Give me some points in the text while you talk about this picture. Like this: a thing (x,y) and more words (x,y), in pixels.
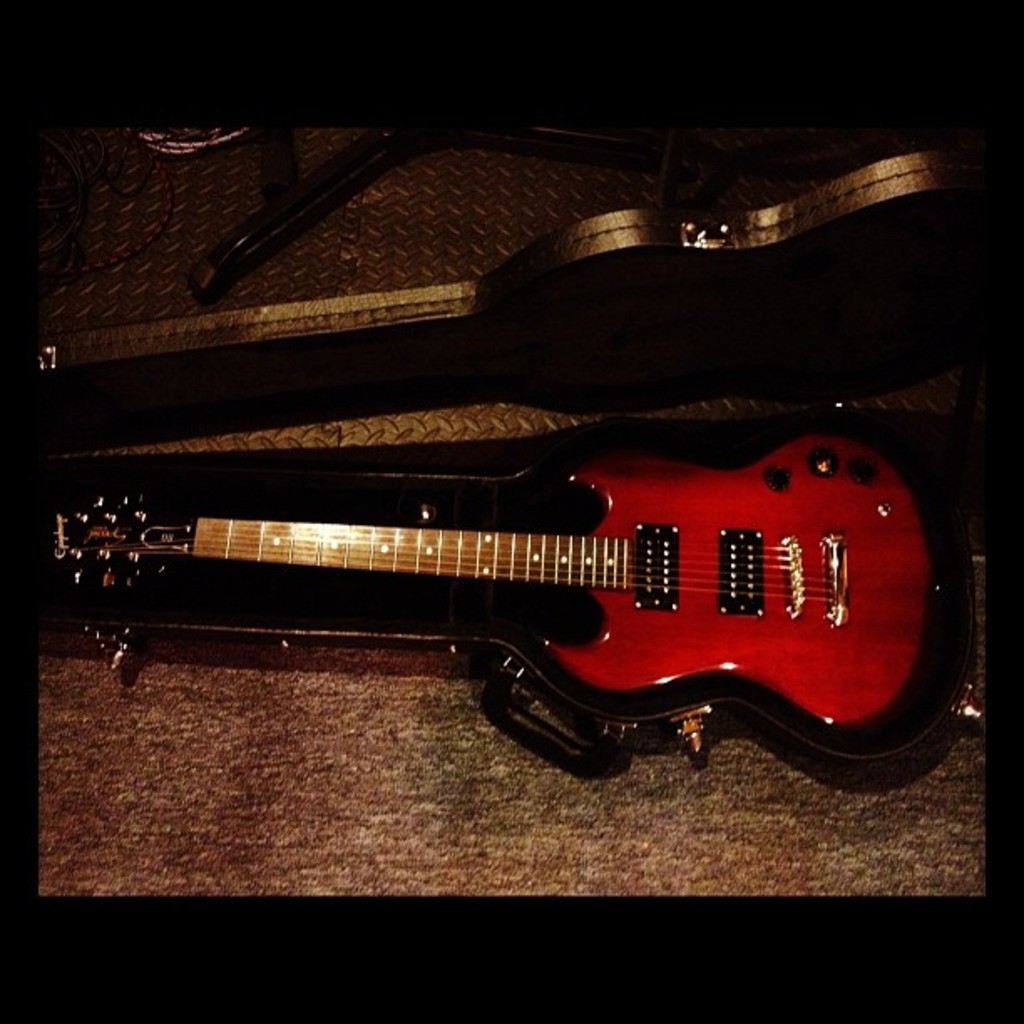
In this image there is a red guitar (450,570) inside a guitar case (395,407). This is a stand (383,132). On the ground (374,240) there is carpet (390,843).
